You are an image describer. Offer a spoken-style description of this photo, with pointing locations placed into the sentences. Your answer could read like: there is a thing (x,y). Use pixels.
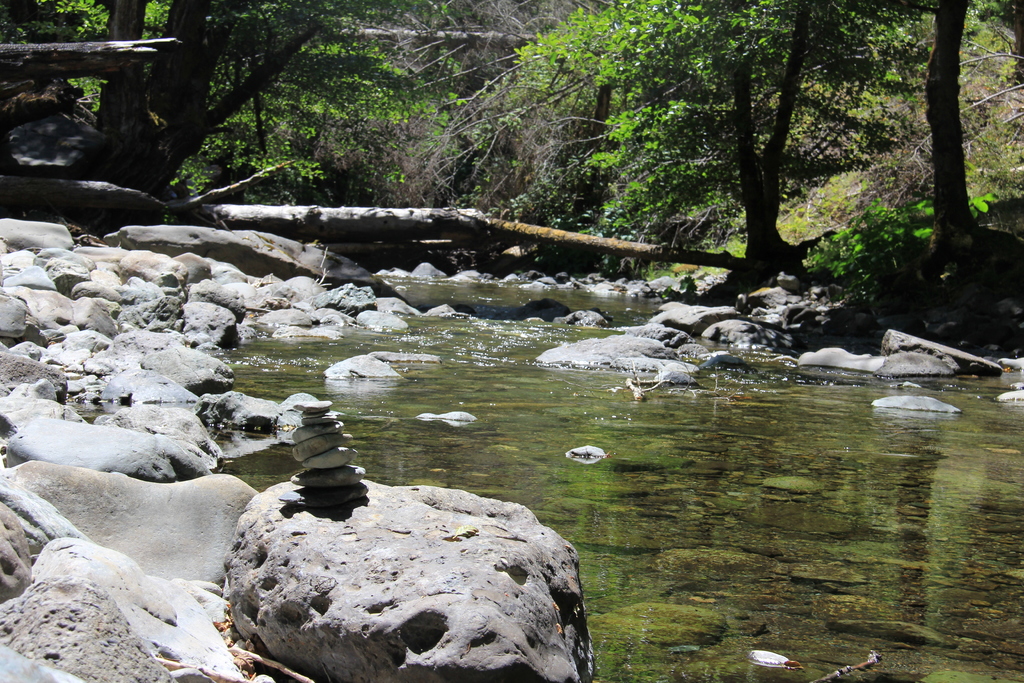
In this image, we can see canal (527,409) in between rocks (682,305). There are some trees (515,75) at the top of the image (470,104).
